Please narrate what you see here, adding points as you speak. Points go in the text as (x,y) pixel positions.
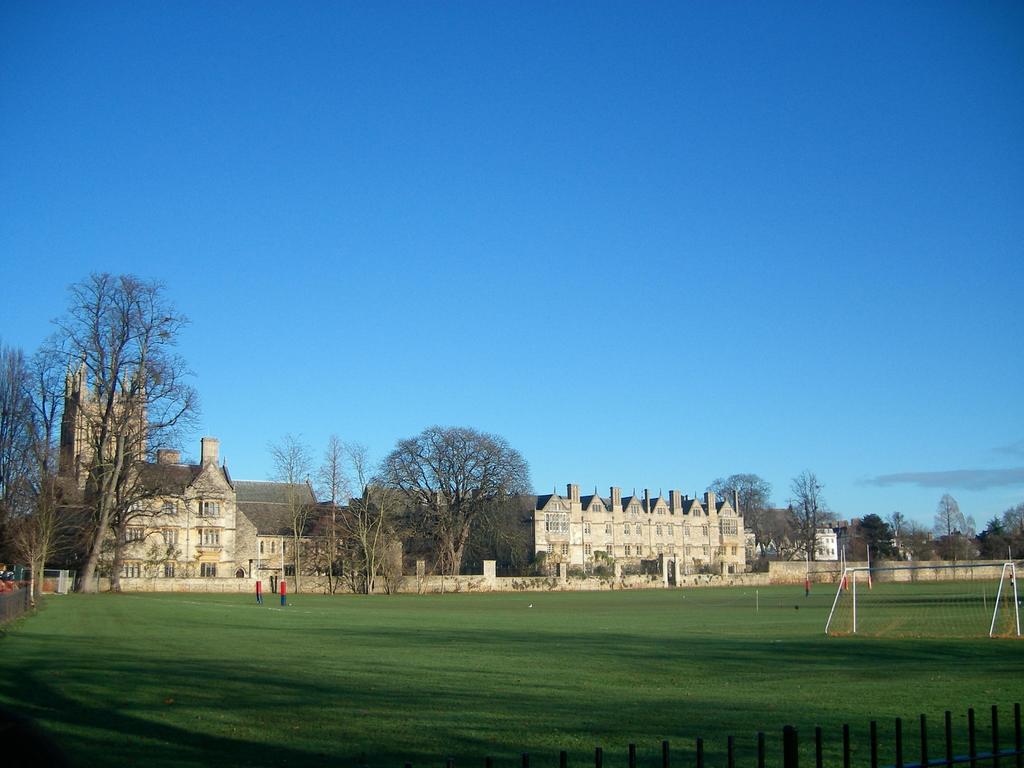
On the ground (312,616) there is grass (606,649). On the right side (954,608) there is a goal post (959,595). Also there is a railing (924,725). In the background (153,522) there are trees (21,528), buildings (315,513) with windows (568,522). Also there is sky (360,208).
